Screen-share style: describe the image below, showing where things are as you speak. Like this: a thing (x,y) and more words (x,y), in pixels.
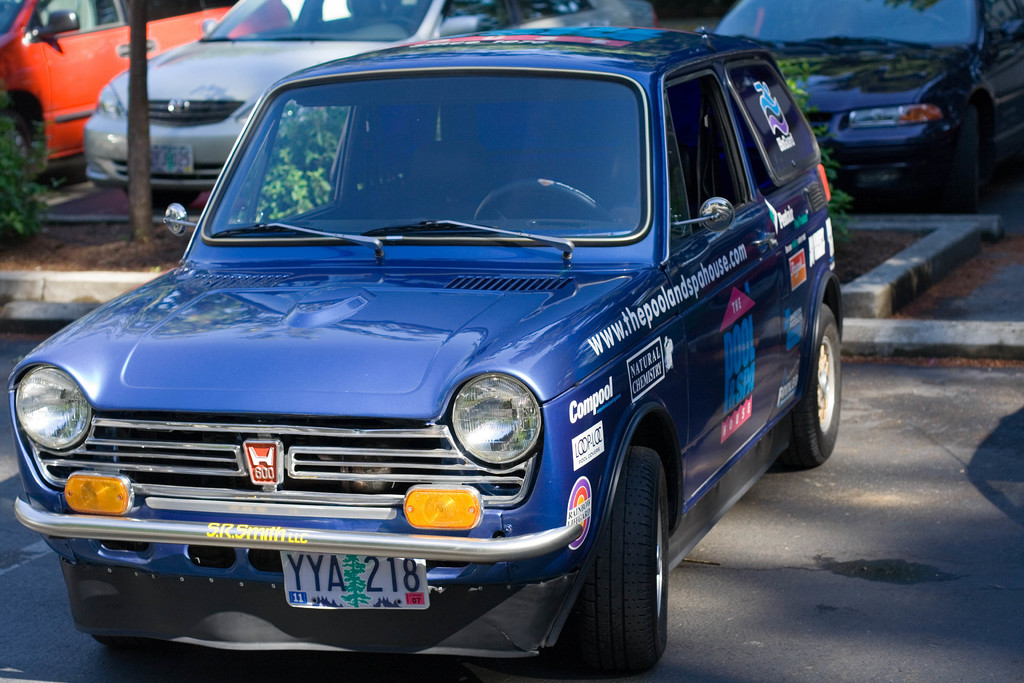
In this image I can see some cars (478,198) on the road (902,461). In the middle of the road (88,213) there is a divider (89,255) on which I can see some plants (17,186) and a pole (142,147).
